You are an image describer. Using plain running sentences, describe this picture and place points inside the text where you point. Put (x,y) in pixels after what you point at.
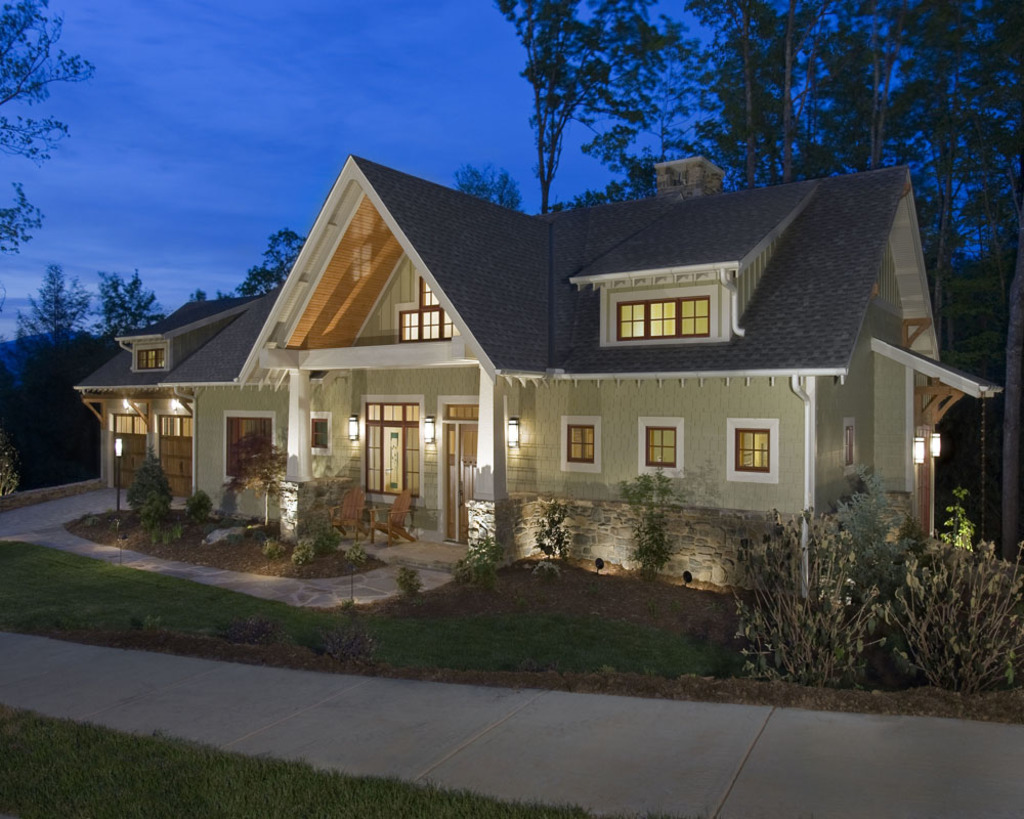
There is a grassy land (345,813) and a walk way (544,753) present at the bottom of this image (429,770). We can see plants (982,555), trees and a house (400,443) in the middle of this image (558,365). The sky (251,107) is at the top of this image (337,162).
